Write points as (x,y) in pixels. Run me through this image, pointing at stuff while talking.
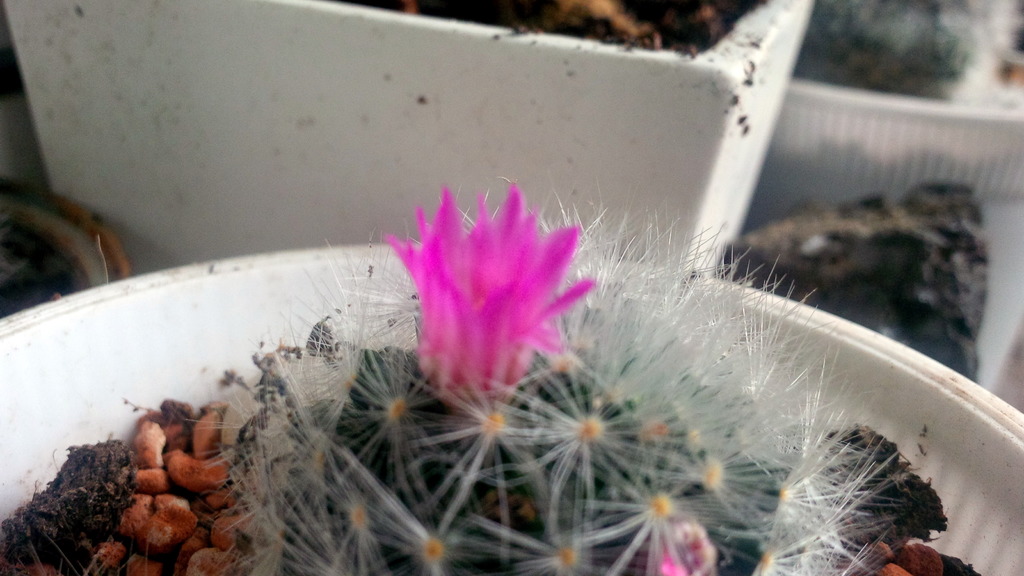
In this picture we can see a plant (796,495), flowers (429,346), stones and a plant pot (955,539) in the front (488,430), there is soil (682,44) in the background (622,40), we can see a blurry background (703,14).
